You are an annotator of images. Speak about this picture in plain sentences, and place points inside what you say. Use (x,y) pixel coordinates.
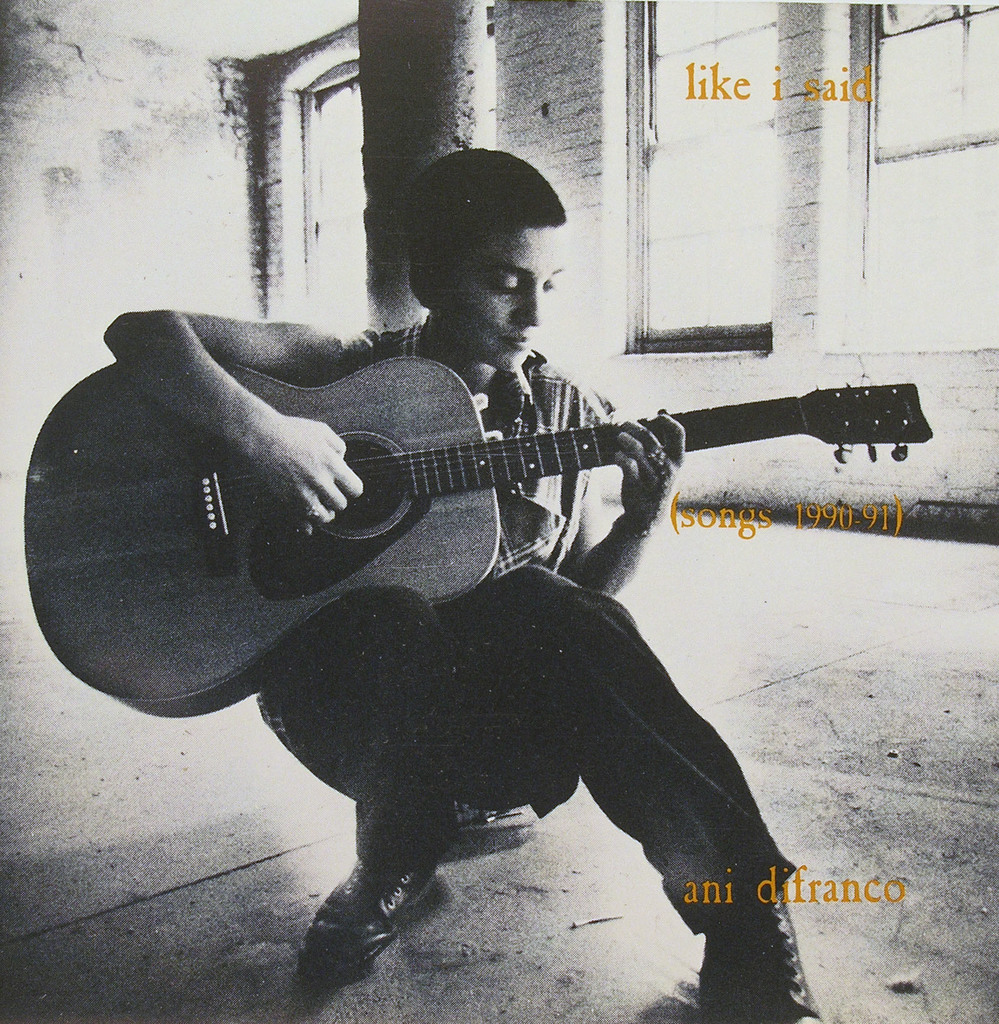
A boy (480,698) is sitting. In his hands (320,479) there is a guitar (238,502). He is playing guitar (360,463). Behind him there is a pillar (401,162). To the right corner (921,135) we can some windows (871,170). He is wearing shoes (358,920).
